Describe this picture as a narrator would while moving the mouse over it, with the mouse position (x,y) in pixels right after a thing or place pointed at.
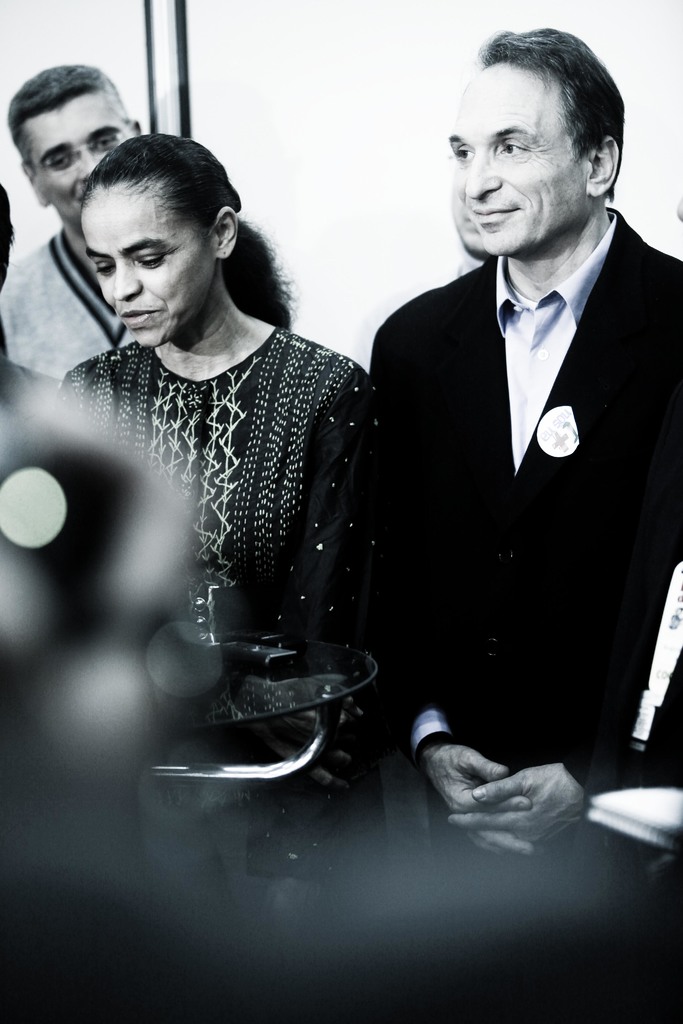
This is a black and white image. There are a few people (460,302). We can see a table (200,684) with some objects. In the background (360,272), we can see the wall (300,70).
